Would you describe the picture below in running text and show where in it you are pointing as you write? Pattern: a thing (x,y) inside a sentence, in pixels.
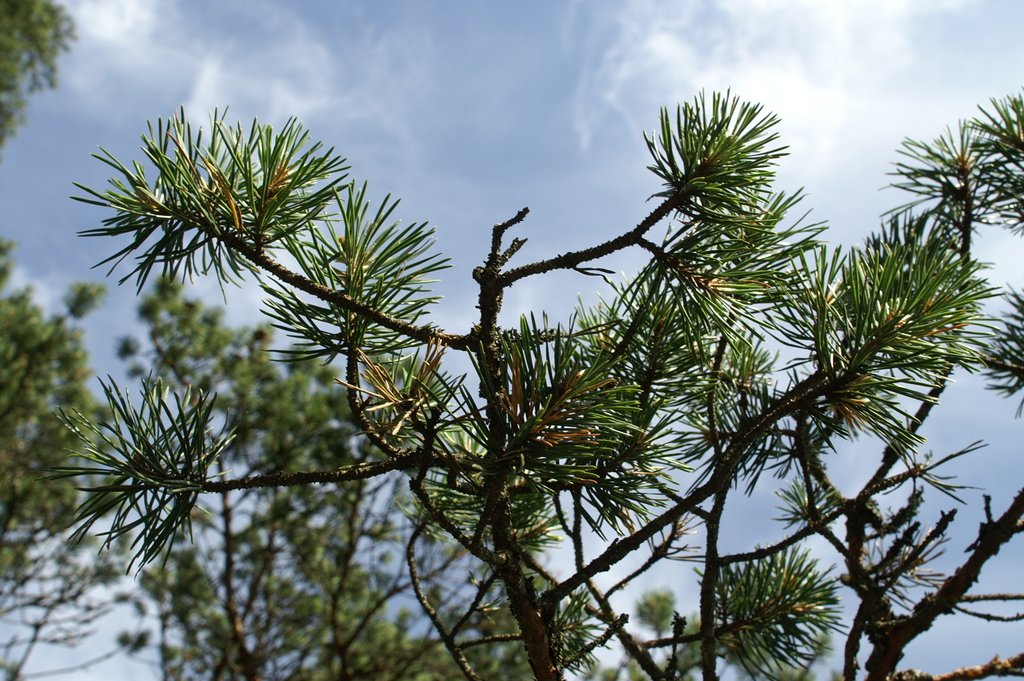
In this image there are branches (479,599) having leaves (544,494). Behind there are trees (294,520). Background (410,55) there is sky (520,105).
